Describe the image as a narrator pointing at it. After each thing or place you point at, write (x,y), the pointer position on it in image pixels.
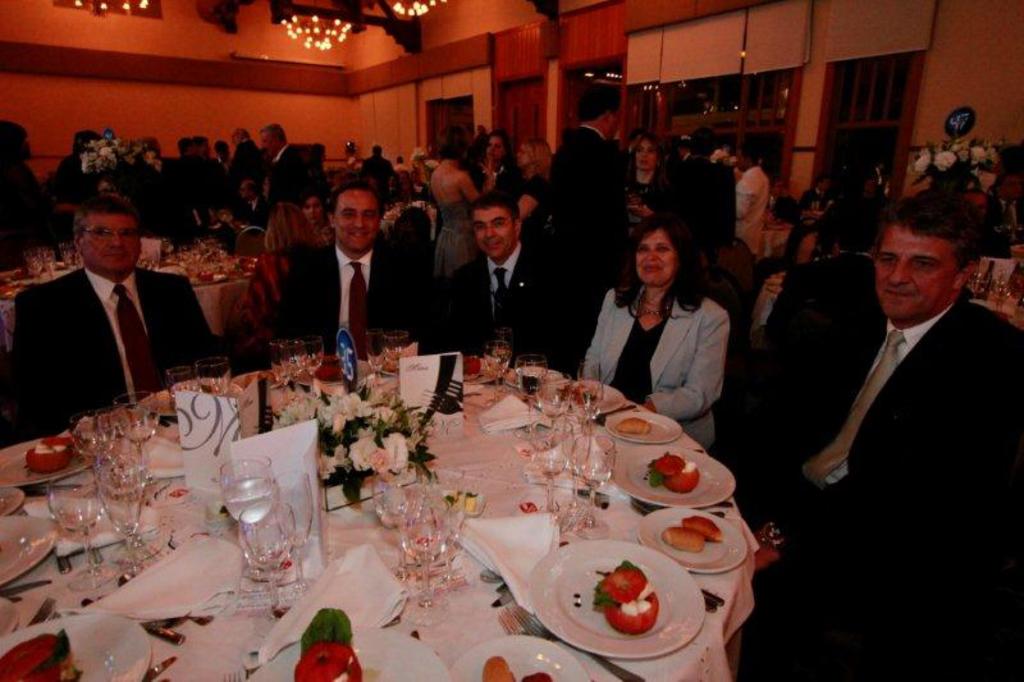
There is a group of people (552,353). Some people (663,367) are sitting in a chair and some people (585,291) are standing. There is a table (463,566). There is a glass (449,578), tissue (521,539), plate (625,417), tomato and food items (474,503) on a table (462,482). We can see in the background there is a flower vase (403,461), lights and cupboards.
